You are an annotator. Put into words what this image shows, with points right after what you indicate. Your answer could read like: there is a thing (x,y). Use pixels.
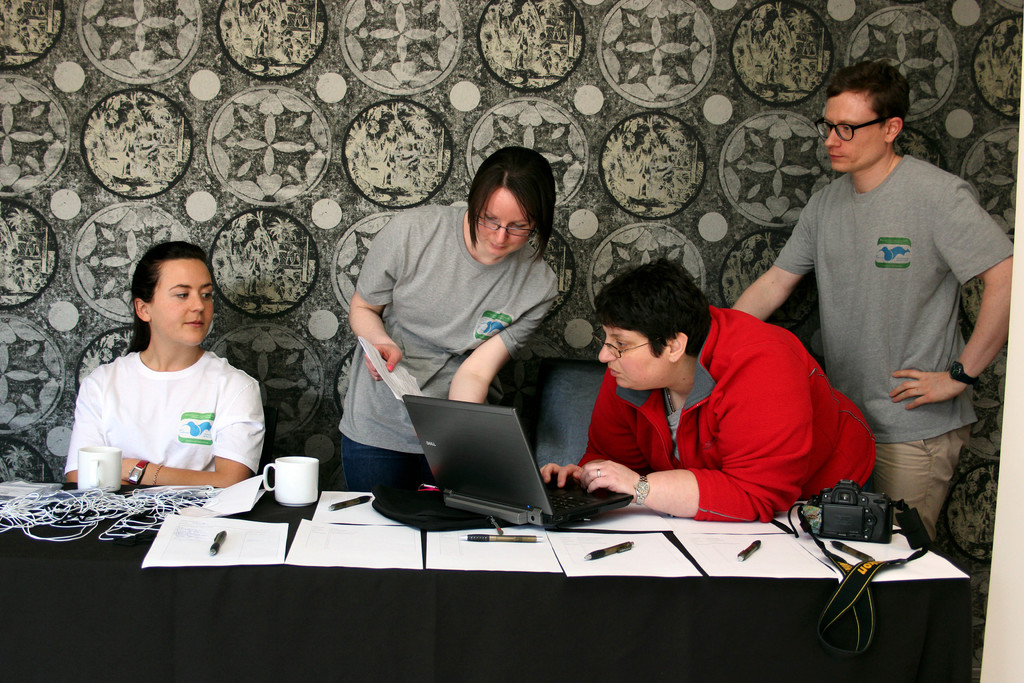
In this picture we can see three persons (863,217) are standing and a person (235,404) is sitting in front of a table (310,596), we can see some papers (308,543), pens (219,541), two cups (282,497), some wires (55,499), a laptop (486,466), a digital camera (863,500) present on the table (444,601), a woman (477,287) in the middle (455,274) is holding a paper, in the background (339,157) there is a wall (340,91).
